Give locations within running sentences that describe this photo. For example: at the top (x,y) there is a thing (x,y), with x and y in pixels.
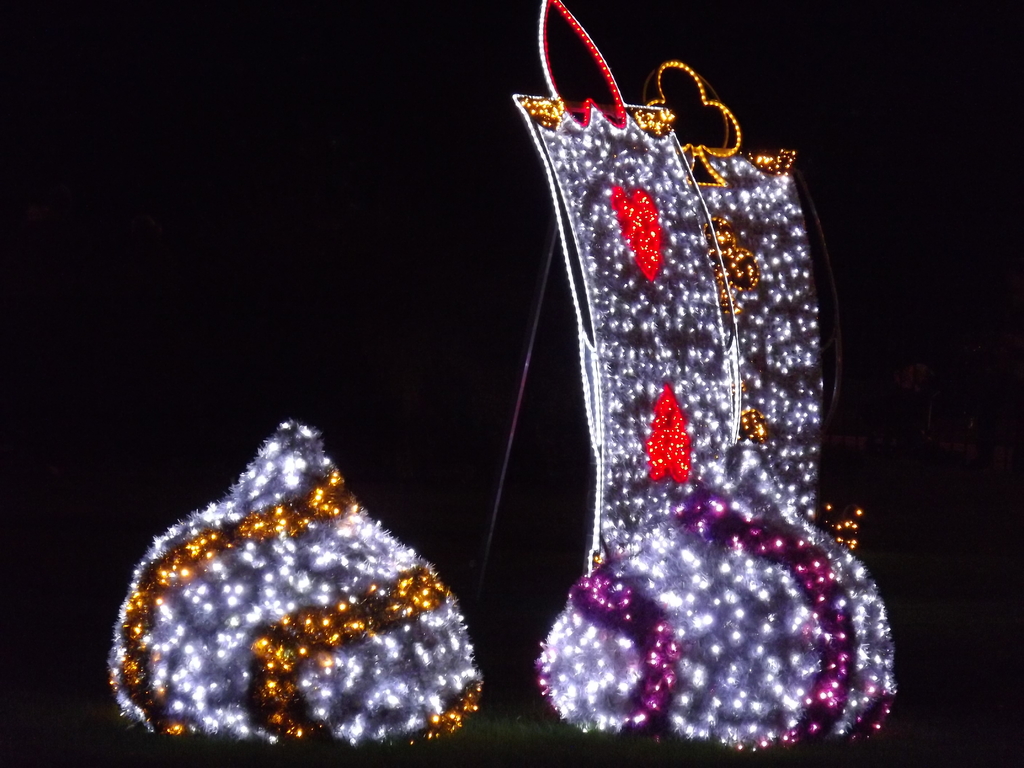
On the right side (766,407) lights (717,373) are arranged in different form, on the left side (319,597) lights (385,618) are arranged in a turnip shape.
